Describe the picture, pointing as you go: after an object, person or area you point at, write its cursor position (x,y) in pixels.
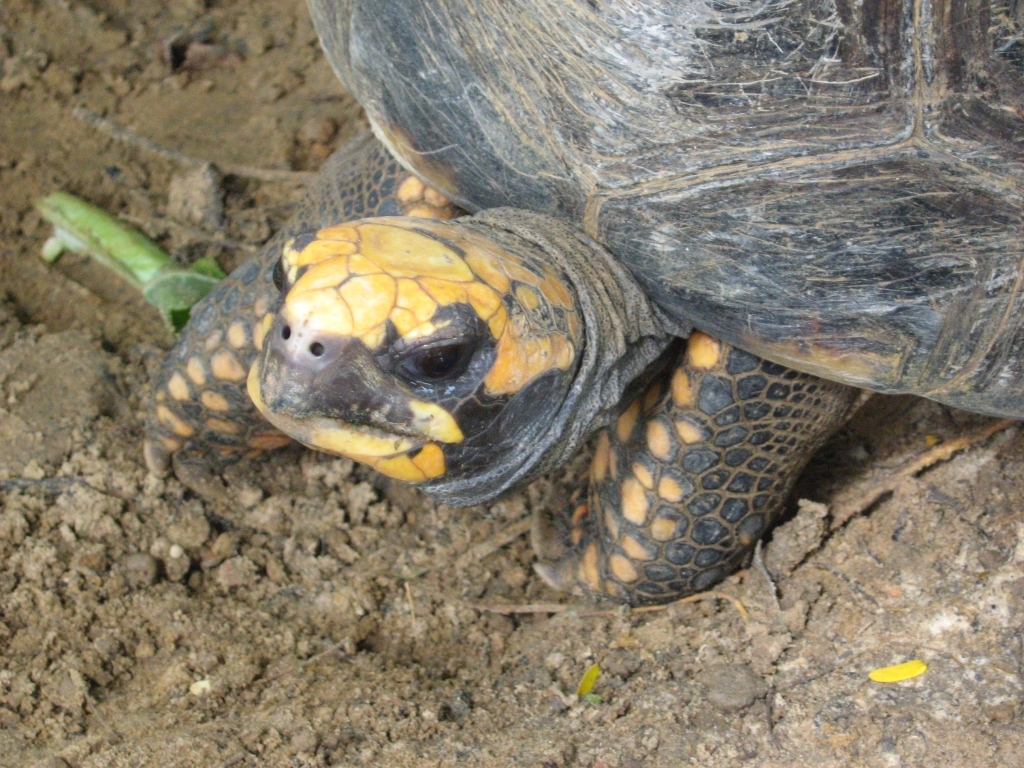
In this picture I can see a tortoise (636,17) on the ground (289,19), it is black and light brown in color.
